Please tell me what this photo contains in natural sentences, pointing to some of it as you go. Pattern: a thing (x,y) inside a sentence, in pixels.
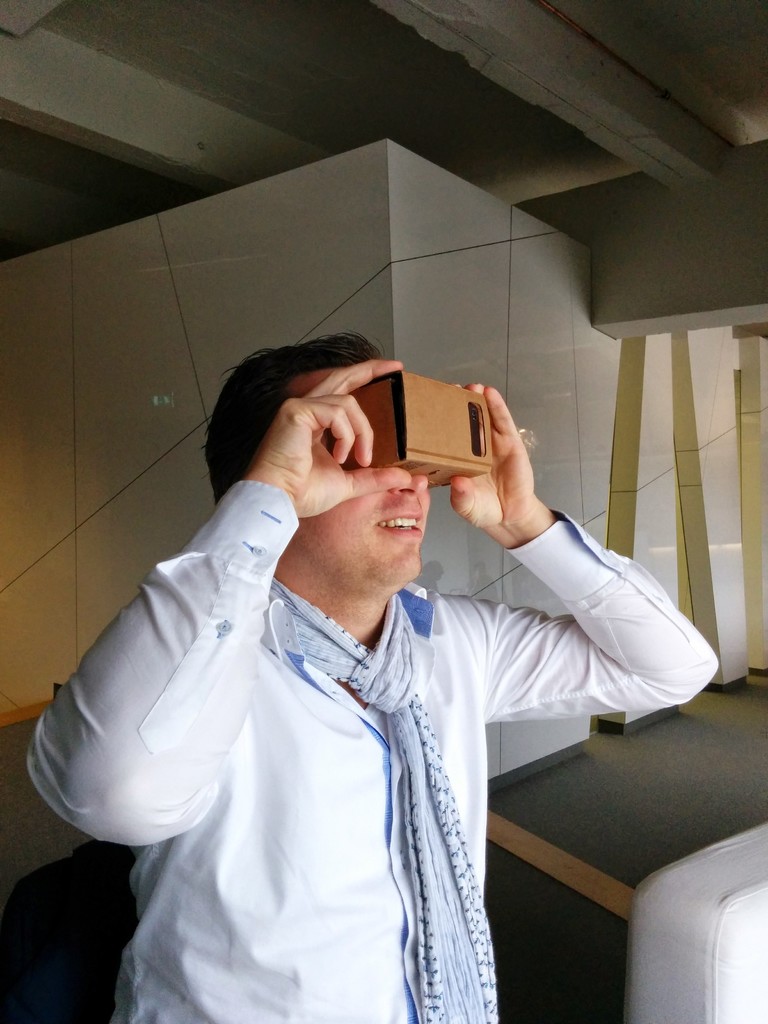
In this image I can see a person (141,921) standing wearing white color shirt (244,878) holding some object (467,441) which is in brown color. Background (656,410) I can see the wall (619,343) in green and white color.
